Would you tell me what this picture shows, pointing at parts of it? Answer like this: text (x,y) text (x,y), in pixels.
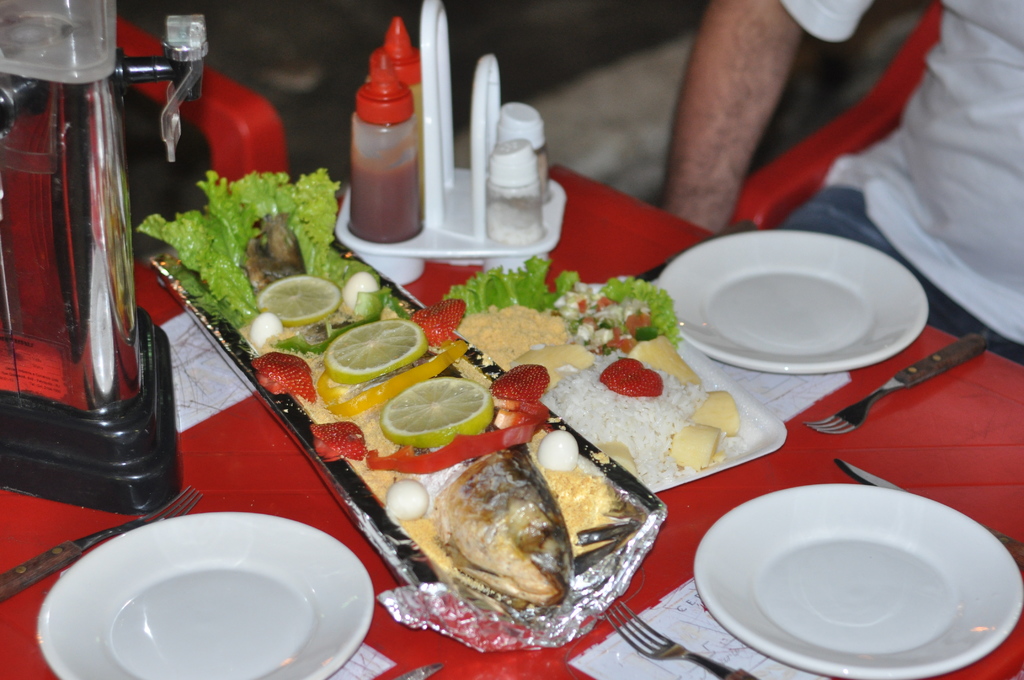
In this image i can see a table (234,427), on the table (234,404) I can see plate (825,321), fork (874,393), bottle (393,174) and there are the food items (428,436) kept on the table (243,476) and there is a man hand (735,130) is visible and his sitting on the chair (770,214) in front of the table (231,466).
